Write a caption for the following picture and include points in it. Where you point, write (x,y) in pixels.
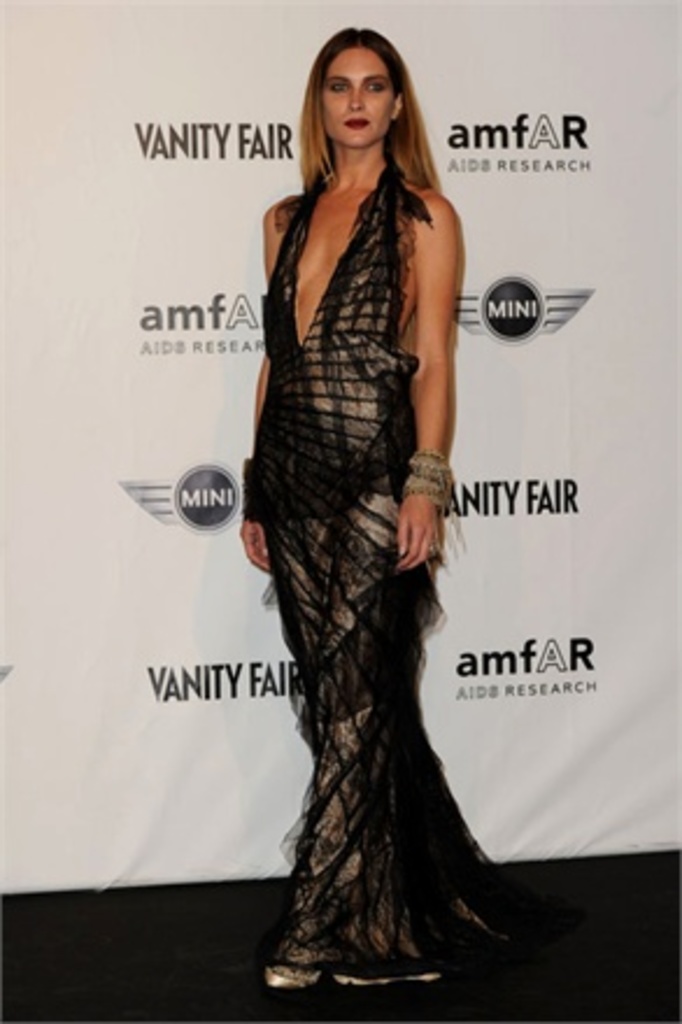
In this image I can see a woman (297,431) standing and posing for the picture. I can see a banner (256,352) behind her with some text (488,132).
